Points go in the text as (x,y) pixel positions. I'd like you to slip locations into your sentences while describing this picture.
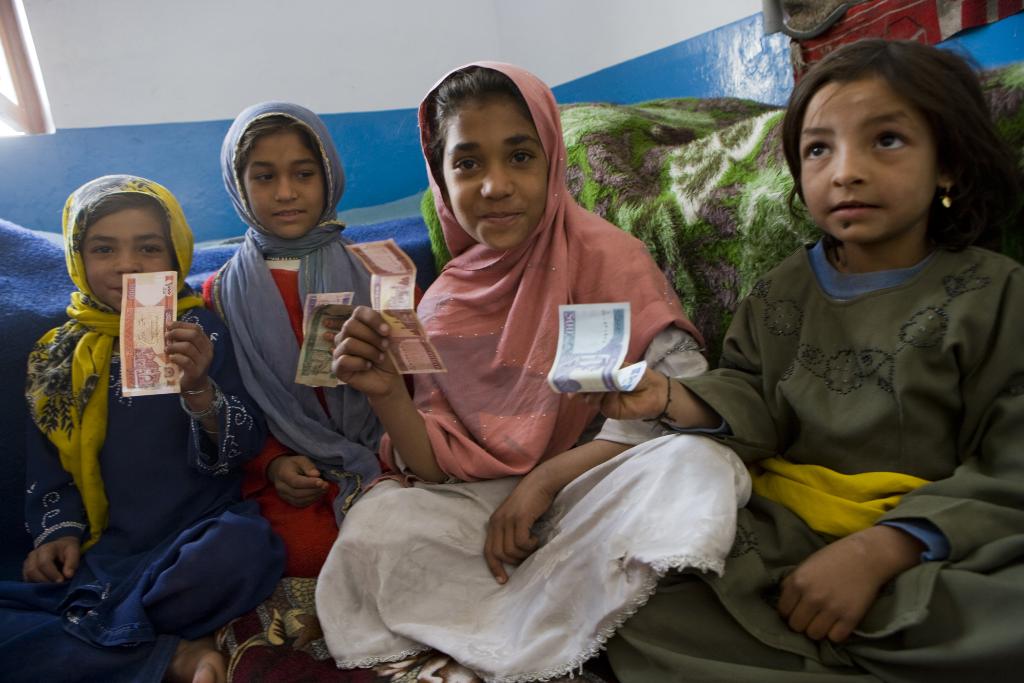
In this image I can see four children (655,323) holding a paper (407,332) and in the background (8,243) I can see blankets (722,171) visible in the background (692,143) and at the top (190,69) I can see the wall (490,42).
